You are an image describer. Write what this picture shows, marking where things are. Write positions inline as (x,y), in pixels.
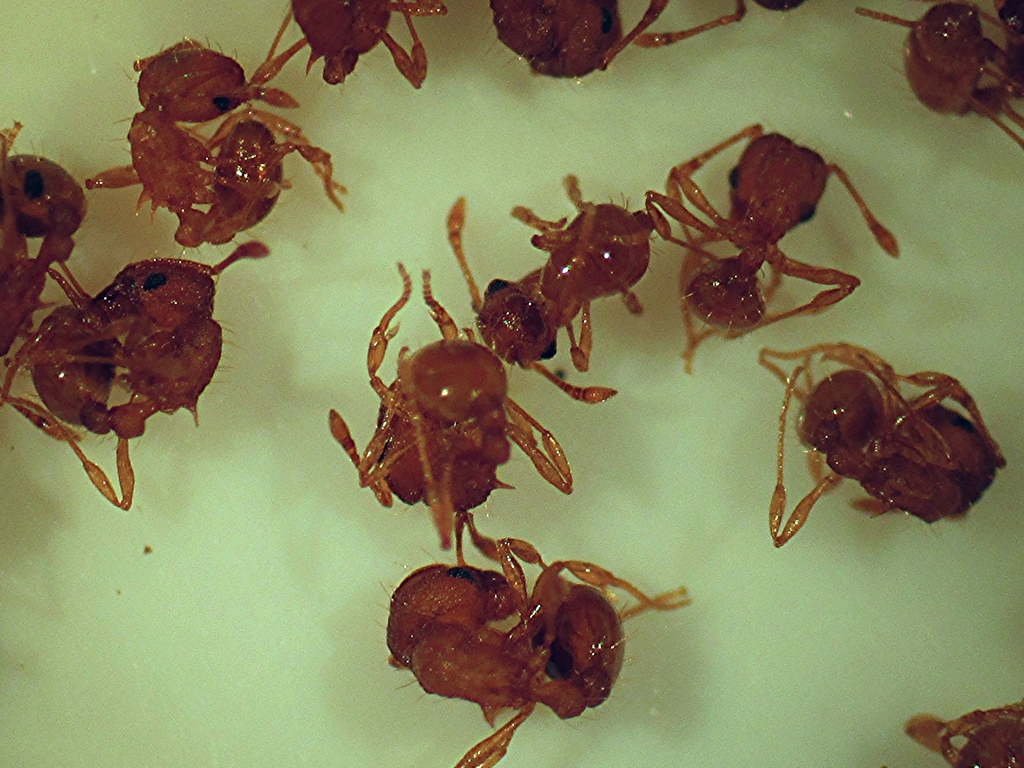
There are few ants (809,417) which are in red color are in water (715,416).
